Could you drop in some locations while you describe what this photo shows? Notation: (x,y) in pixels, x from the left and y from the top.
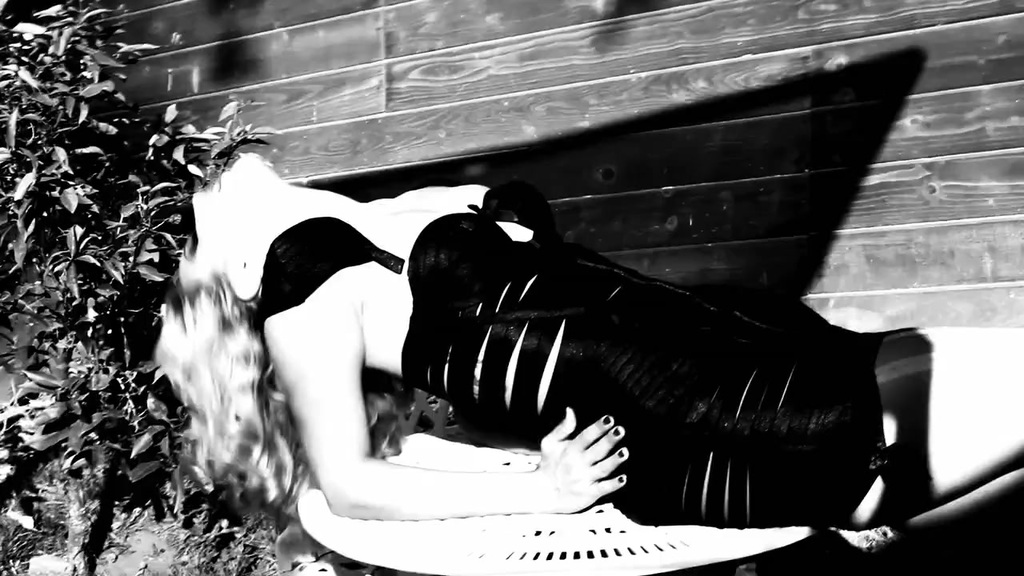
This is a black and white image. In the image we can see a woman (591,409) is wearing clothes (595,385) and she is lying. Here we can see leaves (90,208) and a wall (519,64).
